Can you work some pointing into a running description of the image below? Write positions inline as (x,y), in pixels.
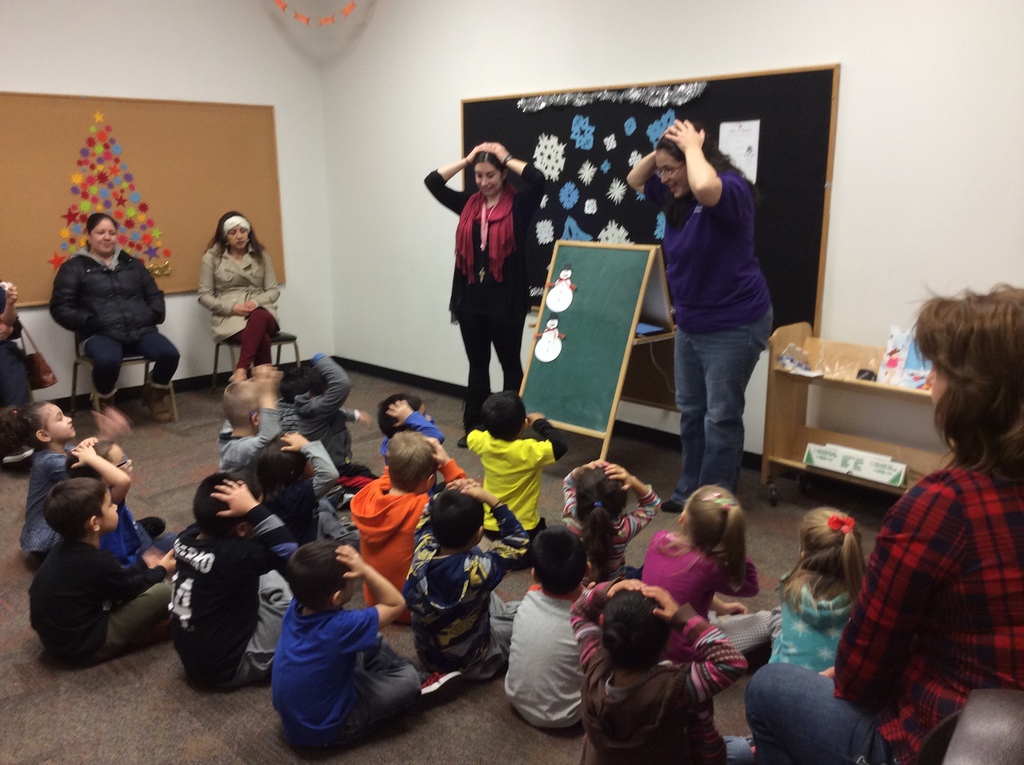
In this image we can see some group of kids (381,541) sitting on the floor (75,411) there are some persons (914,553) sitting on chairs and at the background of the image (702,301) there are two lady persons (510,221) standing and teaching to the kids (505,418), there is blackboard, green board (562,349) and a wall (256,74).
